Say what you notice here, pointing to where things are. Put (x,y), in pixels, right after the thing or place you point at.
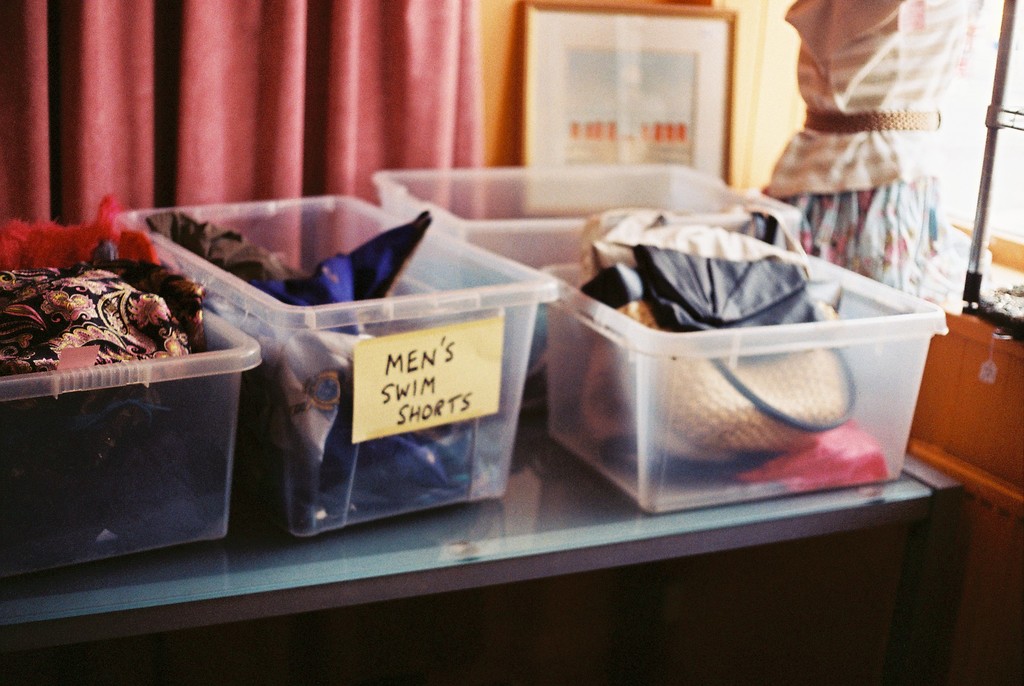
In this image I can see few objects (610,424) in the plastic baskets (621,418) and the baskets (283,407) are on the table (583,494). In the background (391,77) I can see few curtains (244,79) in maroon color and I can also see the frame (622,60) and the wall (501,42) is in orange color.
